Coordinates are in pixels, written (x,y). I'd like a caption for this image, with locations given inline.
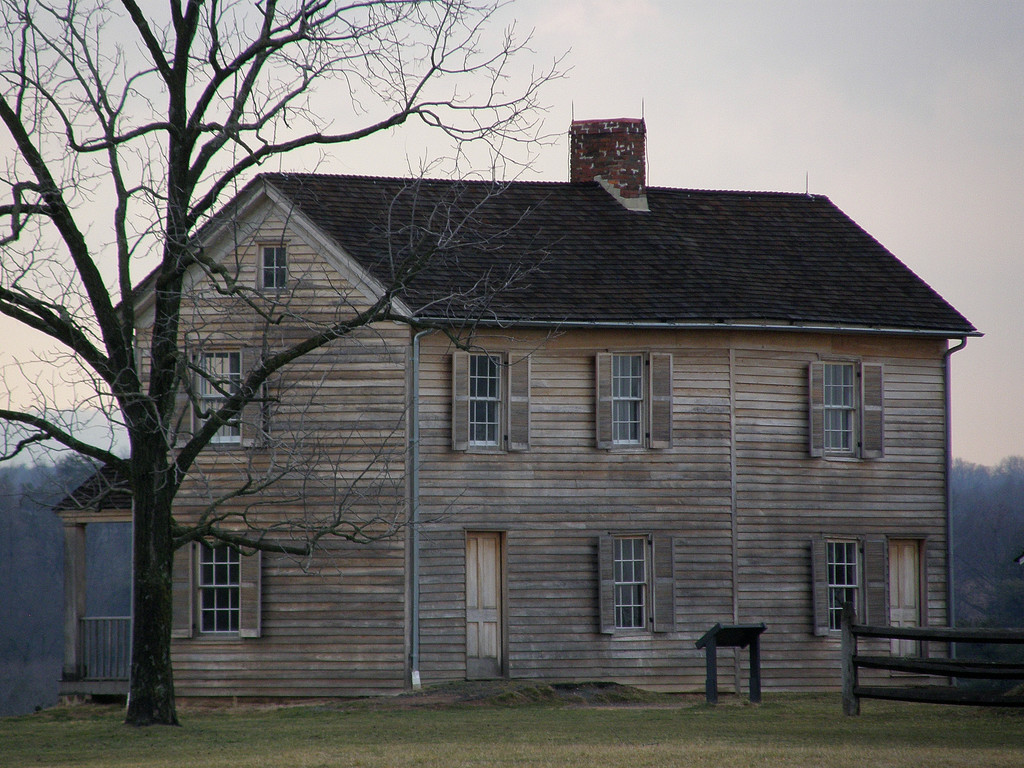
In this image we can see the tree (161,574), wooden fence (961,669), grassland (773,709), wooden house (652,549) and the sky (792,84) in the background (961,202).
